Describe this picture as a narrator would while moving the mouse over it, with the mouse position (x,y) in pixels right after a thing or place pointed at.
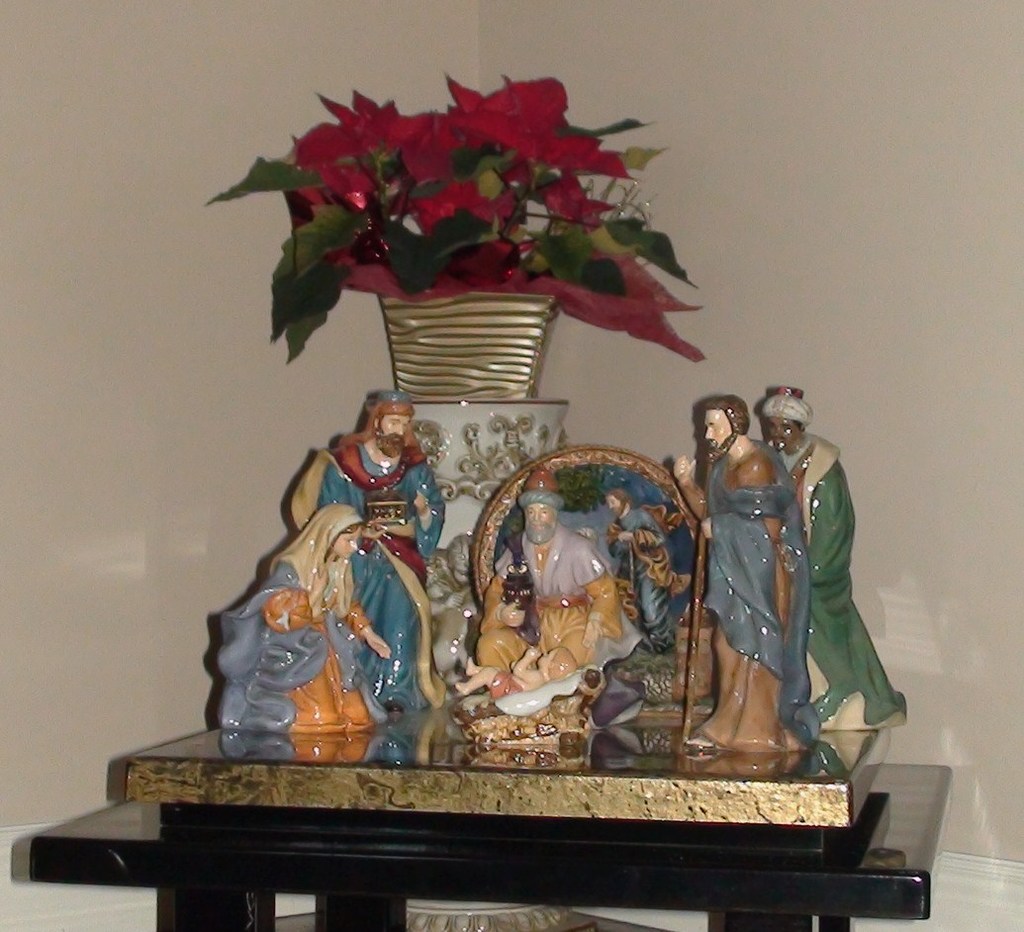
In the middle of the image (379,443) we can see a table (914,913), on the table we can see some idols (378,401) and flower vase (453,398). Behind them there is wall (516,22).
